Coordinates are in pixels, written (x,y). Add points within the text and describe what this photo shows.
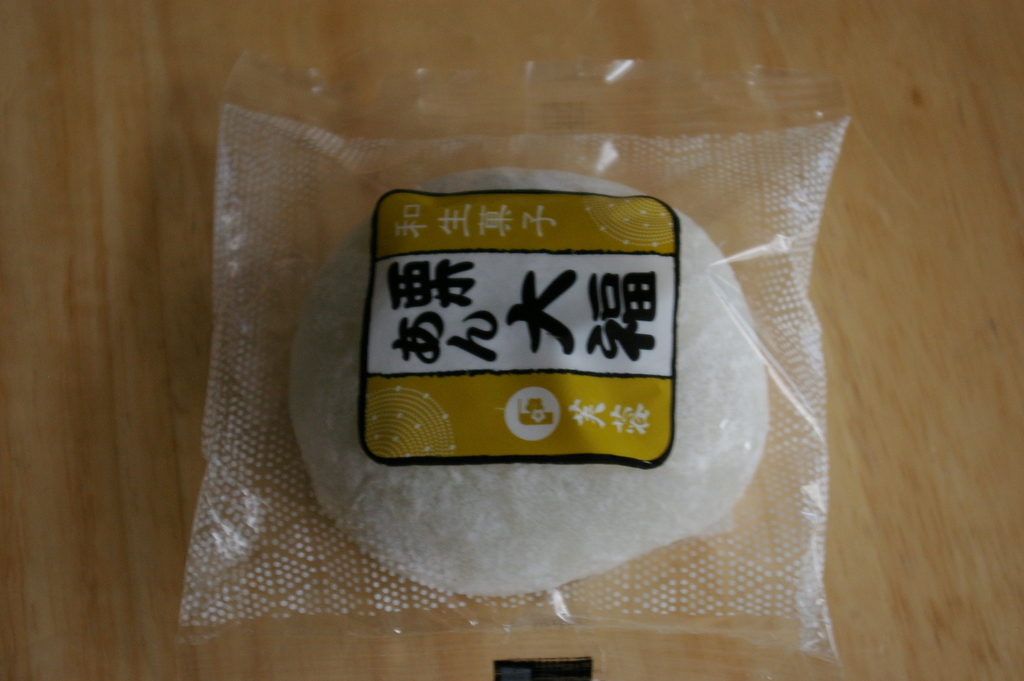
In this picture I can see there is food (503,565) packed in a cover (476,331) and there is a label (402,332) on the plastic cover (345,295) and it is placed on the wooden surface (189,54).
